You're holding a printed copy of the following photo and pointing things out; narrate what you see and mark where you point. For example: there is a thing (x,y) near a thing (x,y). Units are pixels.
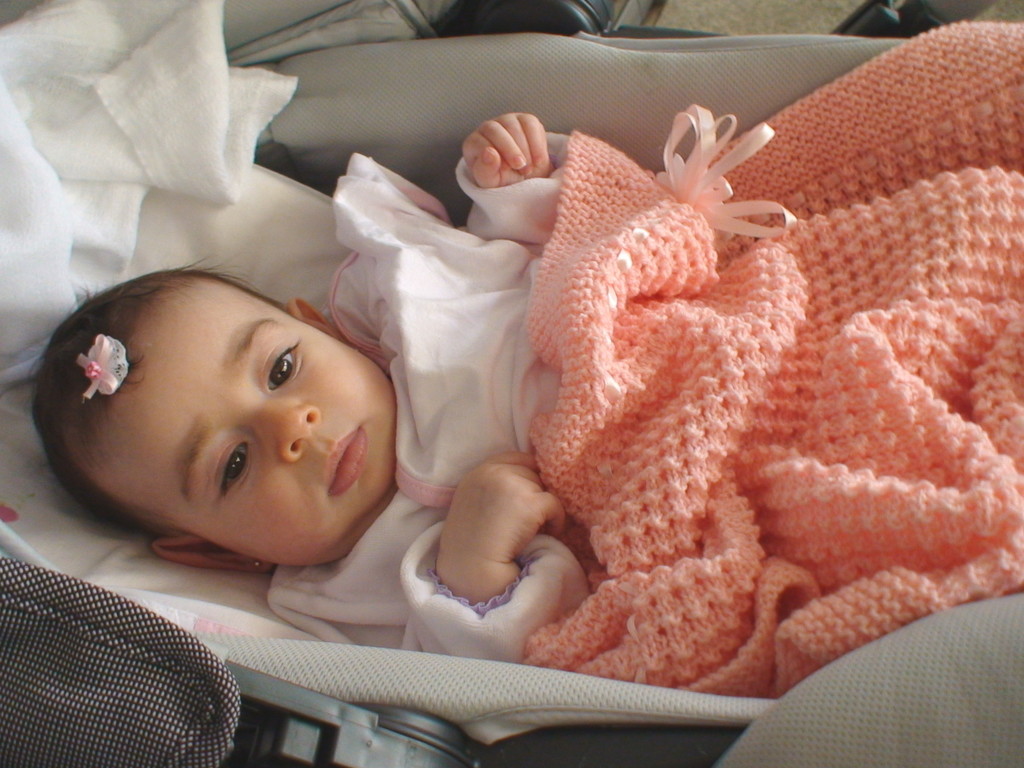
In this image I can see the baby (42,408) and the baby (198,394) is laying on the trolley (489,738). The baby (477,314) is wearing white and peach color dress (466,302), background (78,77) I can see the white color cloth (142,154).
